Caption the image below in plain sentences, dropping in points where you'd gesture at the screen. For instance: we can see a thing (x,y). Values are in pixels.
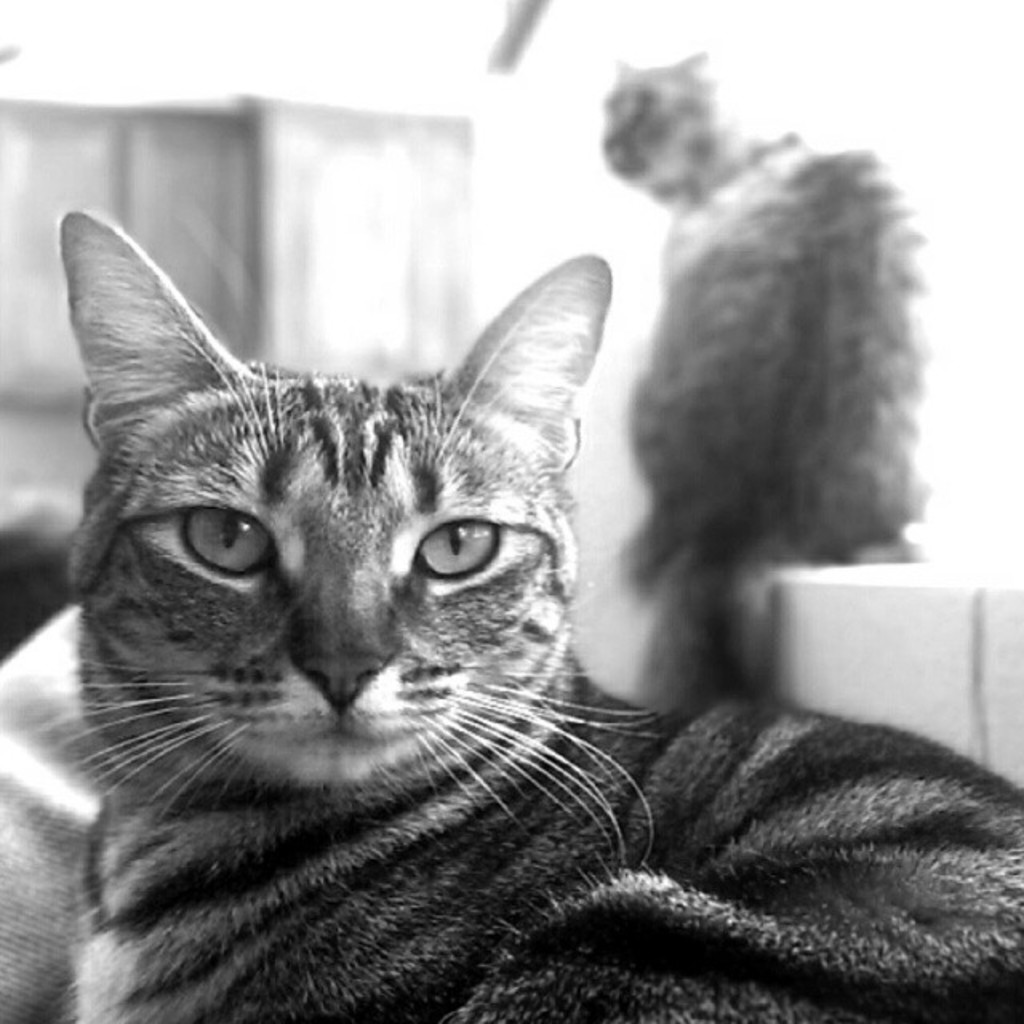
In this black and white there is a cat (299,545) looking to the camera, behind this cat (522,711), there is another cat (765,448) on the wall (803,583).
